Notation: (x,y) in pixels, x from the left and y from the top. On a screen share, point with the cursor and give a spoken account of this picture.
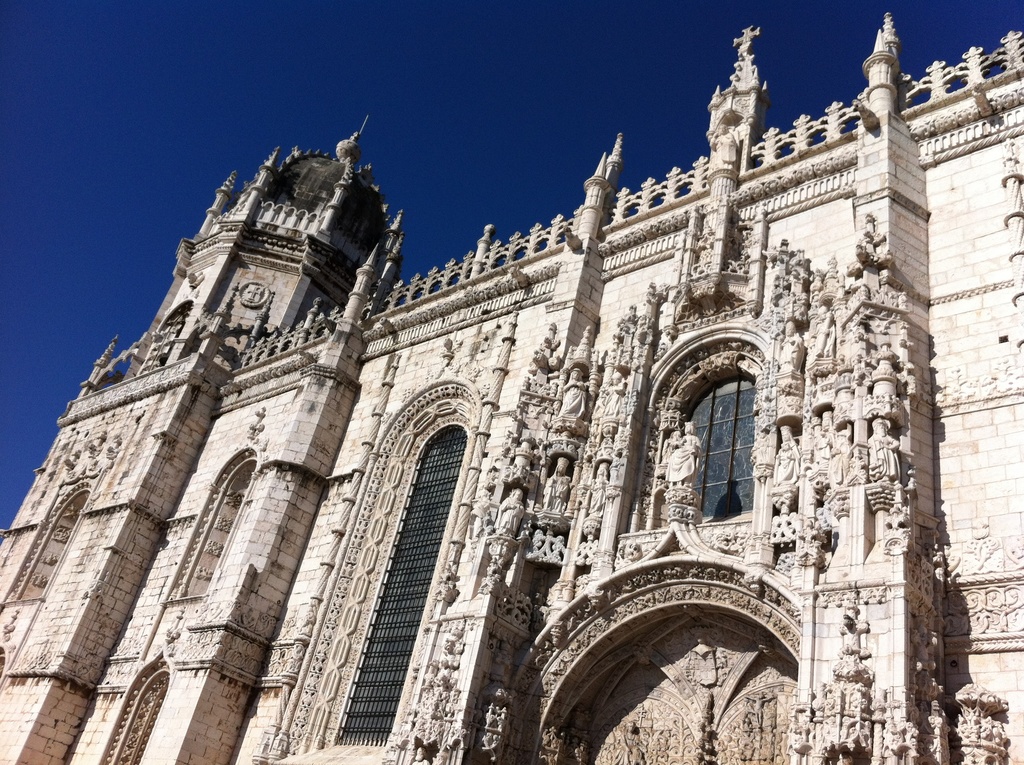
In this picture we can see a building (590,539), there is the sky (433,116) at the top of the picture (426,79), we can see a window (725,467) and grilles (411,601) of the building (420,546).
